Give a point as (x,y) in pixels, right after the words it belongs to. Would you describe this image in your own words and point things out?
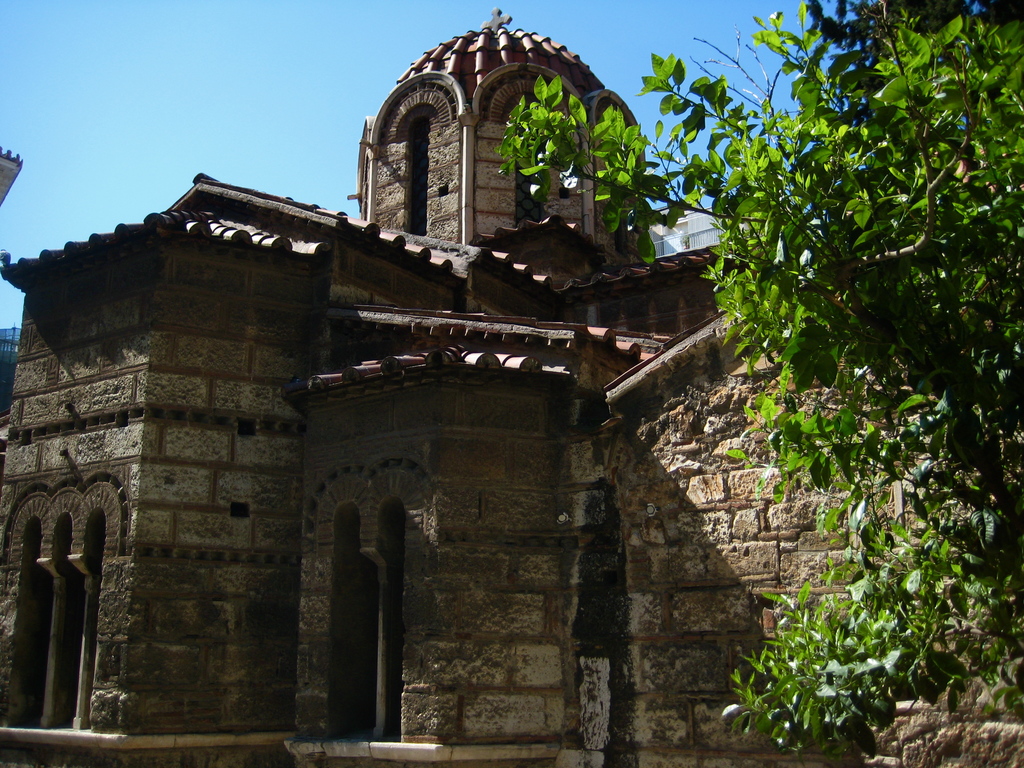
In this picture we can see leaves (821,241) and building (712,303). In the background of the image (240,120) we can see the sky (183,164).
